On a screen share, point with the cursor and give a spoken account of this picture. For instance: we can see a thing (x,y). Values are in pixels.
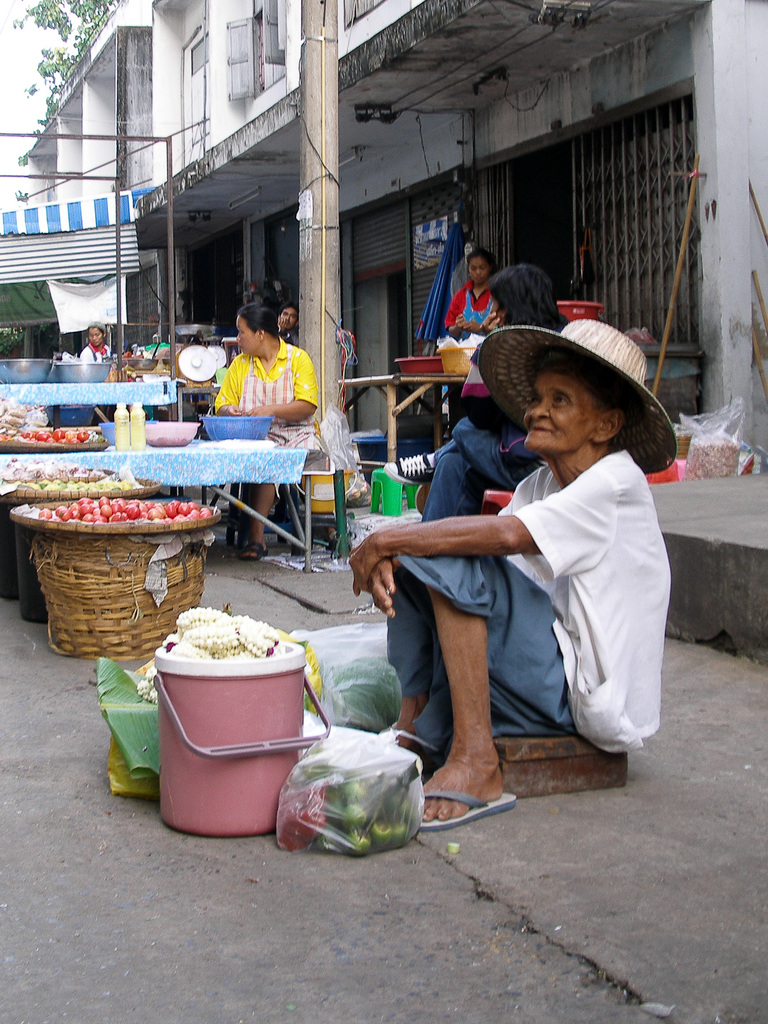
In the center of the image (499,360) there is a lady (458,815) wearing a cap (595,323) and a white color t-shirt (529,478). In the background of the image (61,560) there are persons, stalls (236,455) and electric pole (311,229). There is a building (193,24). At the bottom of the image (231,899) there is road (346,884).
